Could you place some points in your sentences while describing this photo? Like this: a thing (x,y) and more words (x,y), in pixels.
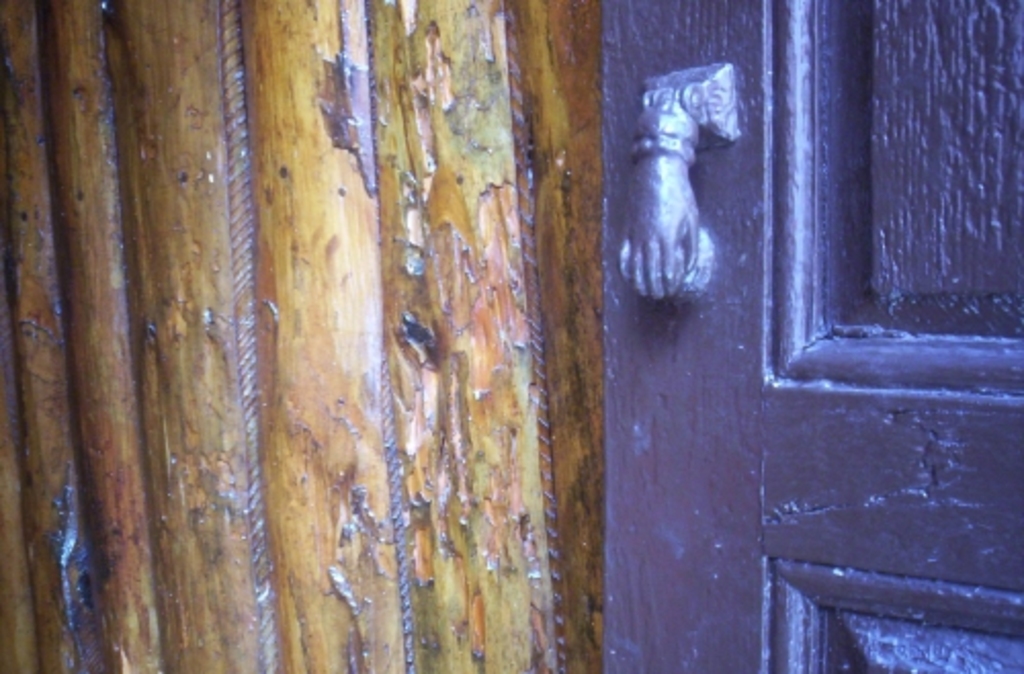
On the right side of the image (775,280) there is a door (857,410), on the left side (180,455) there is a wooden plank (205,438).
